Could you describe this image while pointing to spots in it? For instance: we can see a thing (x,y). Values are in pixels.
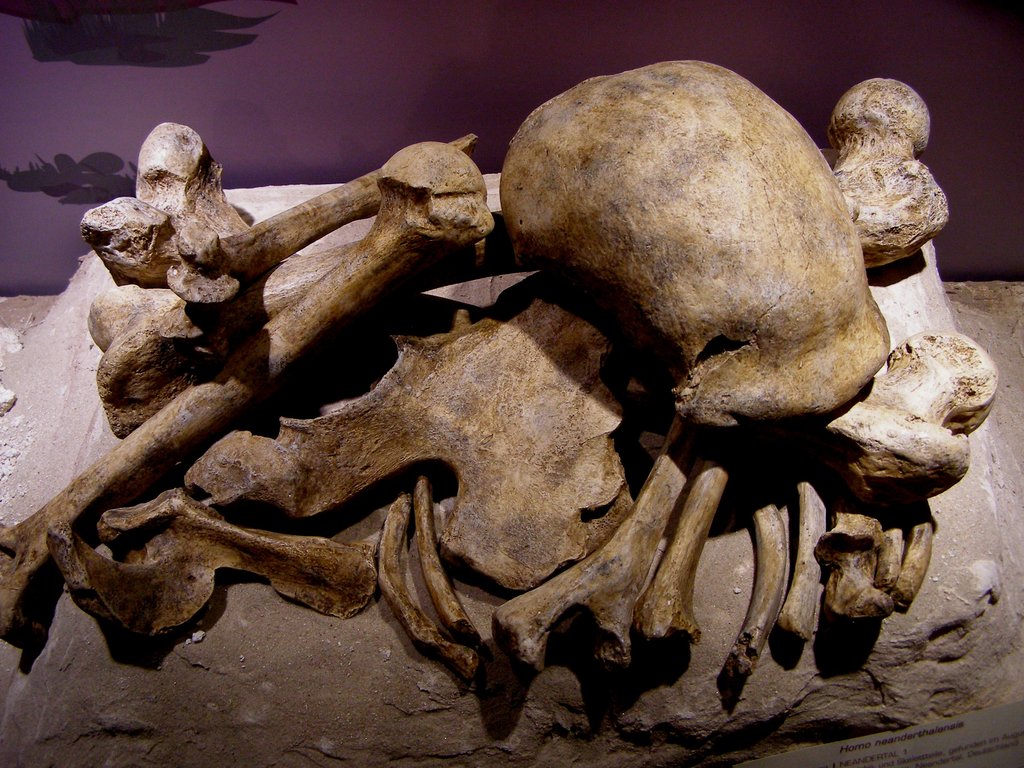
In this image we can see fossils (470,392) on the rock (368,537).
